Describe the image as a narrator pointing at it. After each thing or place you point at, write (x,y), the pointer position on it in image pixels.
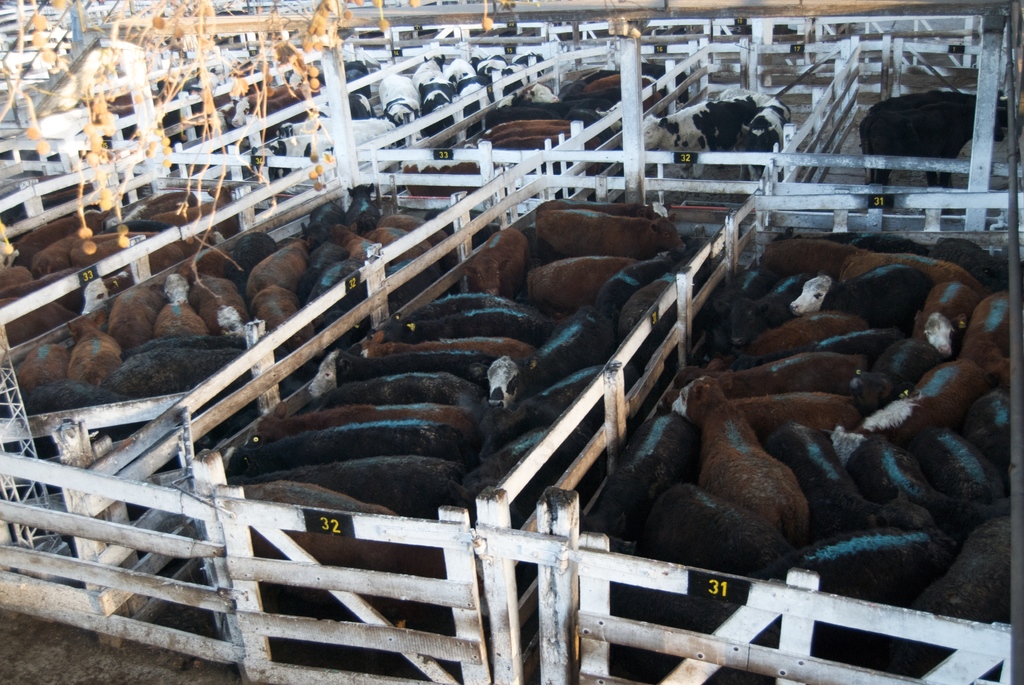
In this image there is a livestock market (471,255). There are pens (728,174) in the image. They are separated with the railing (585,559). There are boards (706,586) on the railing (23,470). Inside them there are cattle (761,114). At the top (587,13) there are more pens (776,177).
